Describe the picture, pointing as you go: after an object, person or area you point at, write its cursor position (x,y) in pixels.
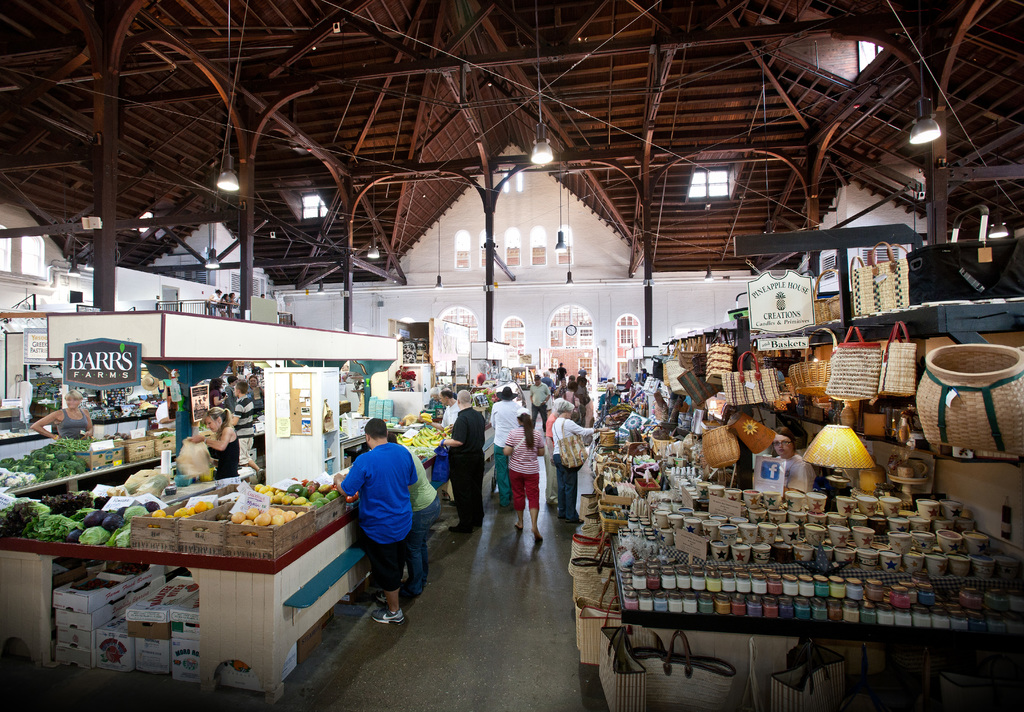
This is the picture of a building (518,348). On the left side of the image (249,559) there are vegetables (69,443) and fruits (268,484) on the table (245,627) and there are cardboard boxes (185,675) and there is a board (67,385) and there is text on the board (68,366). On the right side of the image (700,703) there are cups (723,553), bottles (667,587), bags (898,351) and baskets (816,306) and there is a board (794,288) and there is text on the board (799,340) and there are group of people (229,305) standing. At the back (566,352) there are doors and windows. At the top (1000,225) there are lights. At the bottom (482,616) there is a floor (473,597).
